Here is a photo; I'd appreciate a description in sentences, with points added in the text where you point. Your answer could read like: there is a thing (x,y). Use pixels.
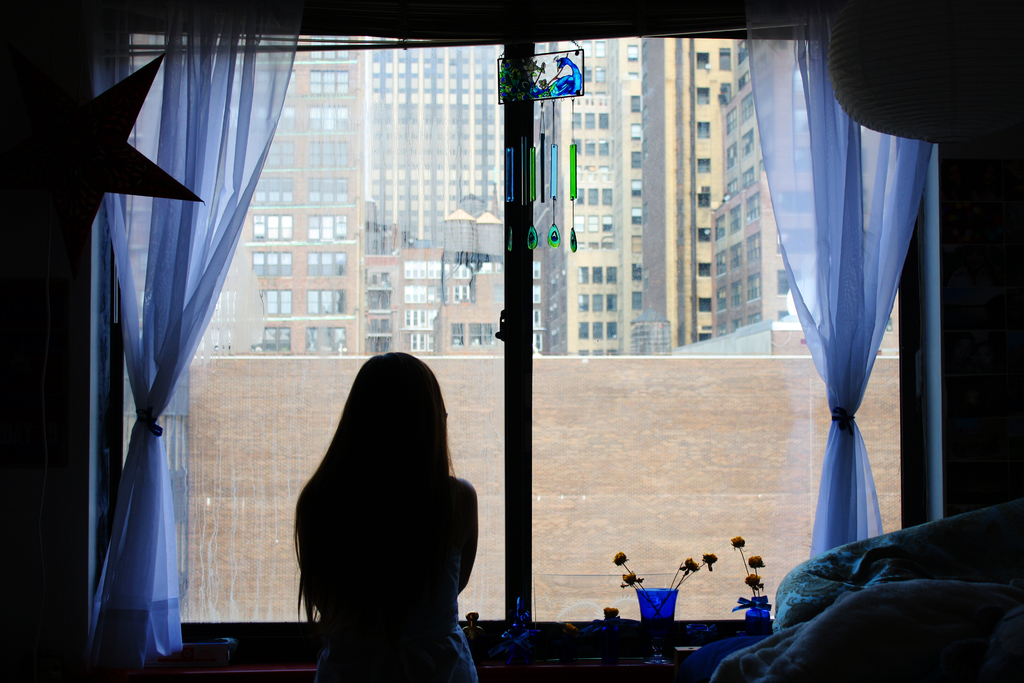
In this image I can see the person (327,466) standing and I can see few flowers (647,593) in the glasses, few curtains (843,275) and the window (518,197). In the background (589,141) I can see few buildings (637,197).
